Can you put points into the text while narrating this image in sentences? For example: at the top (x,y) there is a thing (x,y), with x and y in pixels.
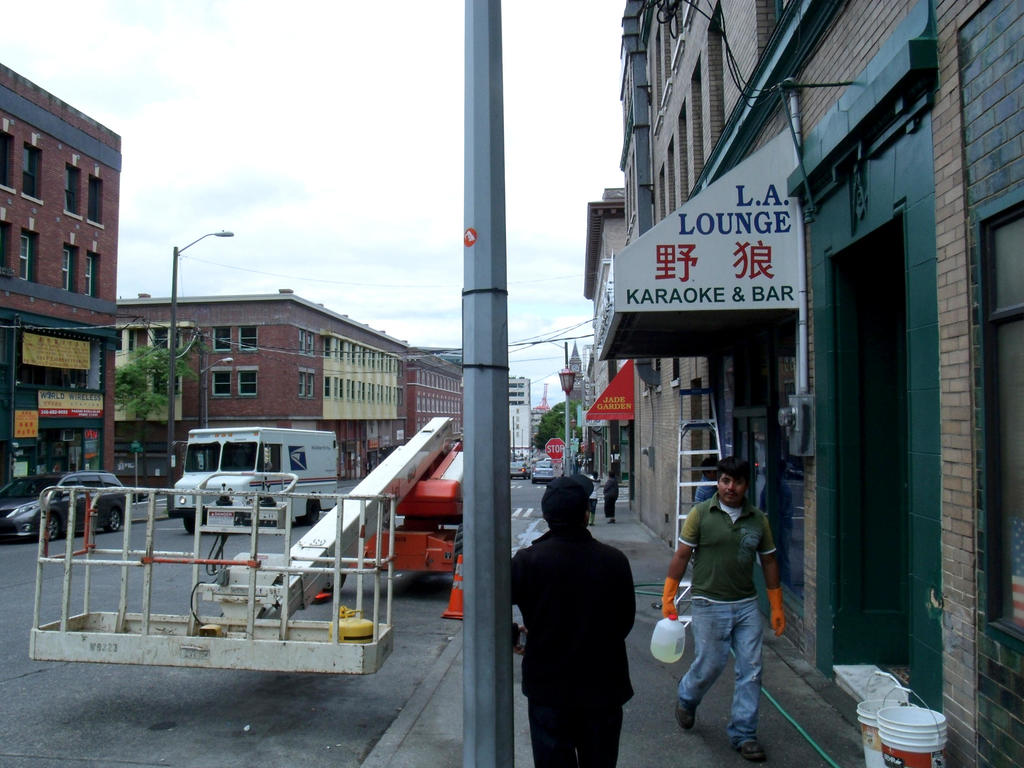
In this image I can see two persons (540,620), one person (554,624) is standing and the other person (711,584) is walking on the pathway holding a bottle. Background (253,446) I can see few vehicles (307,429), buildings (307,349) in brown color, trees (165,351) in green color and sky (248,64) in white color.
